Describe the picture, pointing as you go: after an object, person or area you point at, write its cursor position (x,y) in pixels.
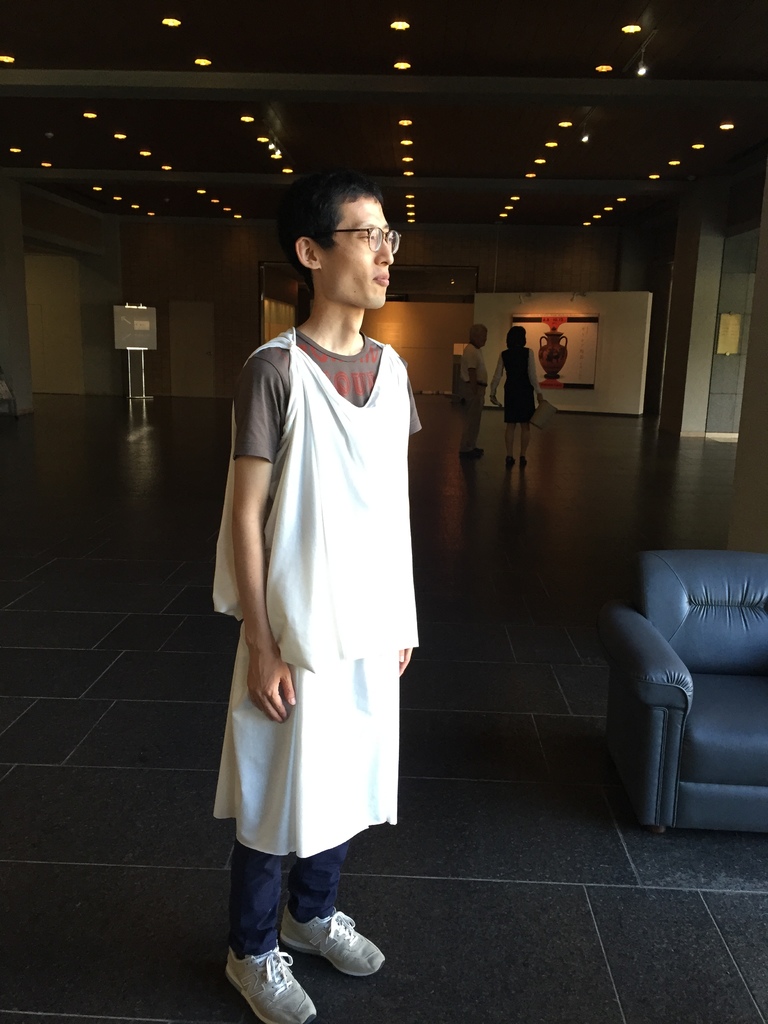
In this picture there is a man (370,649) in the center of the image (381,351) and there is a sofa (664,667) on the right side of the image (661,590), there are lights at the top side of the image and there are other people (484,399) in the background area of the image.
